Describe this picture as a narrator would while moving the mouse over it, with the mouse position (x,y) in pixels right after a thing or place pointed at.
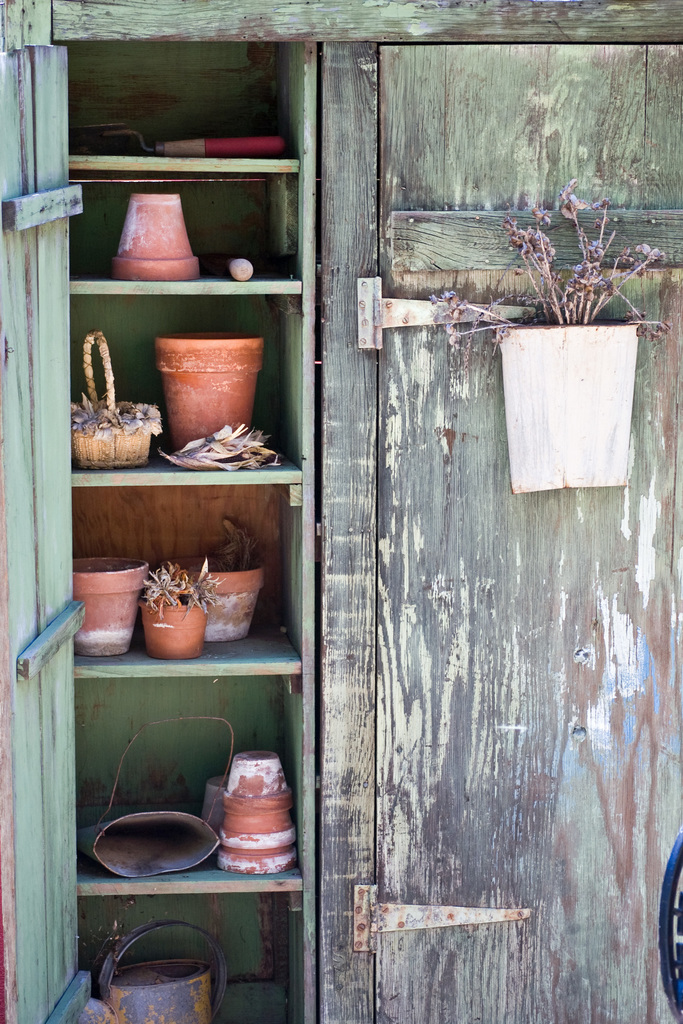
This picture shows a wooden cupboard (315,649) a dry plant (597,304) in the pot (533,448) hanging to the cupboard door (569,275) and we see few pots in the cupboard (149,47).
